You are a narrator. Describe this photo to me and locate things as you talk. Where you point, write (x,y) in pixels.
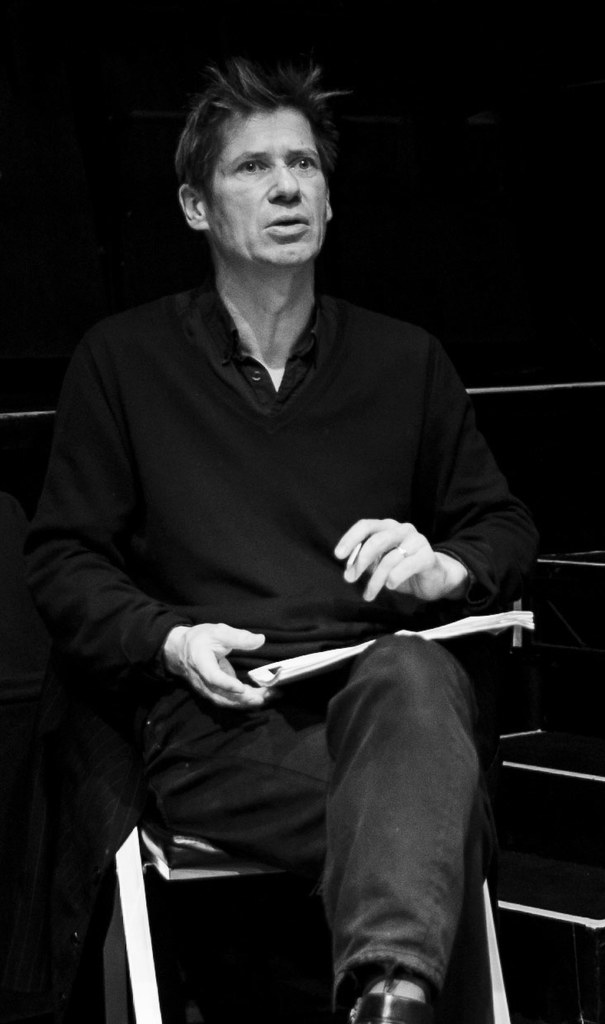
This is a black and white image. In this image we can see man (290,232) sitting on the chair (124,1016).
